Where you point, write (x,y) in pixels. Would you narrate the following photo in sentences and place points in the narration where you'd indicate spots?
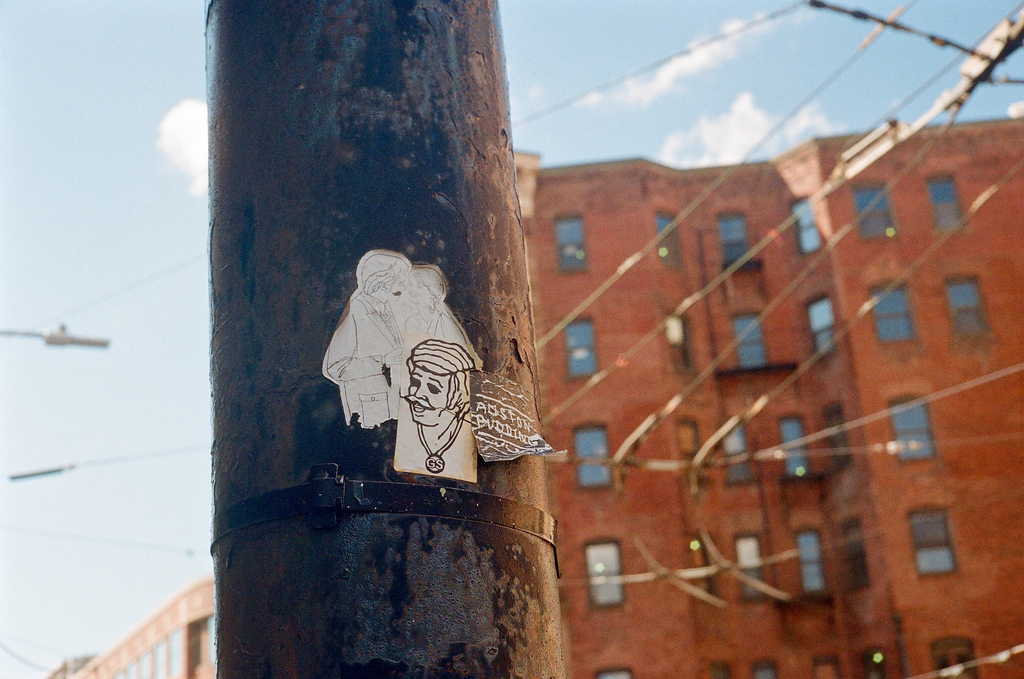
In this picture we can see a pole (462,578) and in the background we can see buildings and sky (172,509) with clouds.
